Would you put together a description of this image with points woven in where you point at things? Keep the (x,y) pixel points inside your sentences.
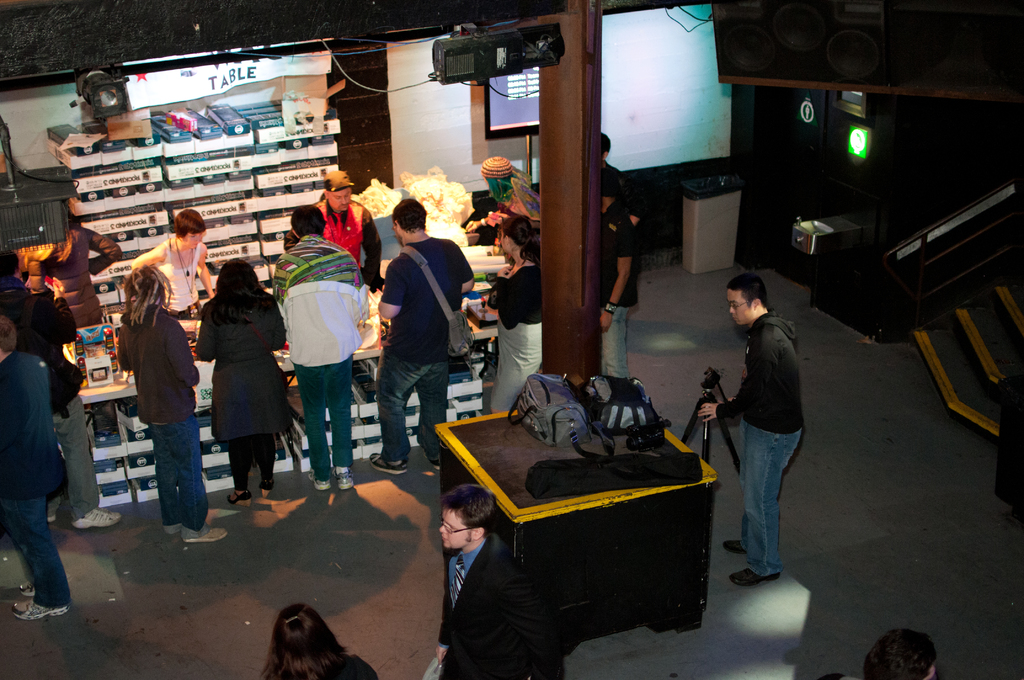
In this image there are group of people (496,545) standing, television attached to the pole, a person (744,289) holding a tripod stand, cardboard boxes (191,170) arranged in an order, bags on the table (652,535).
